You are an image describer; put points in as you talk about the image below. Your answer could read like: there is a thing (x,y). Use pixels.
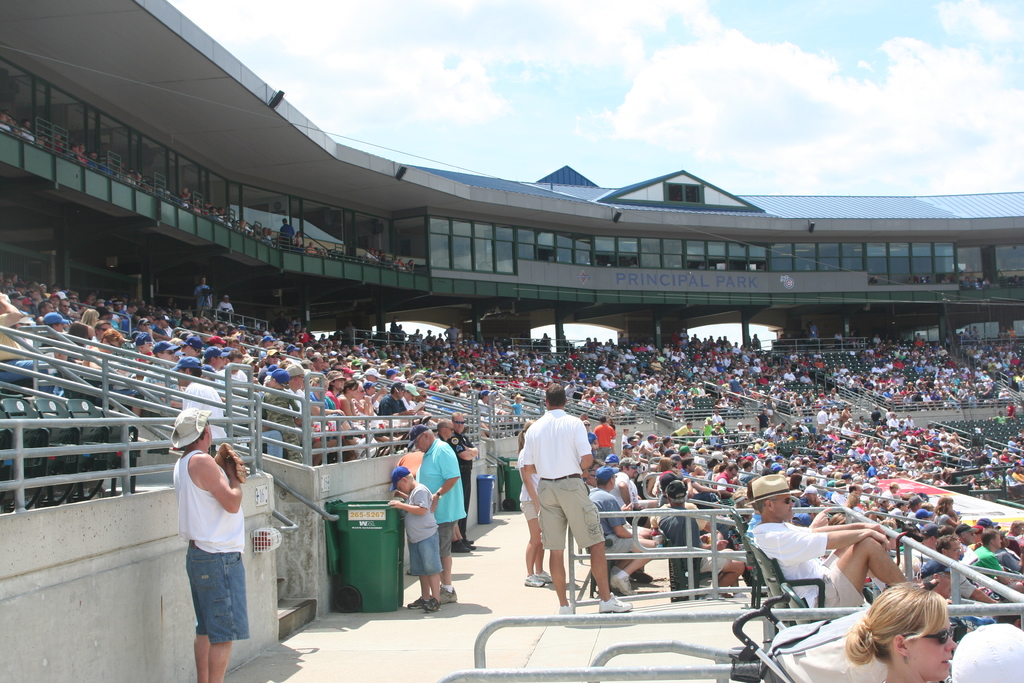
In this picture we can see some people (792,405) are sitting on chairs (911,367), there are some people (561,494) standing in the front (571,515), on the left side (341,561) we can see dustbins (515,495), it looks like a stadium (806,279), in the background (417,234) there are some glasses (548,233), we can see the sky (705,78) and clouds (623,9) at the top of the picture (744,20).
